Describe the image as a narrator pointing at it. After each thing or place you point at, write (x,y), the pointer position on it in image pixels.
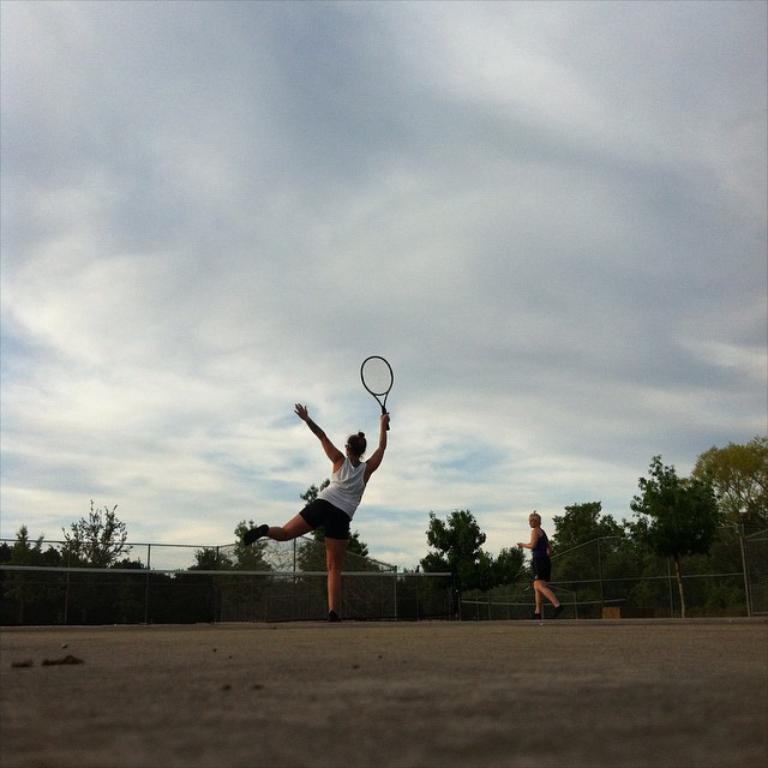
In this image I can see two people (334,518) with different color dresses (328,530). I can see one person (344,509) holding the racket (373,372). In the background (448,535) I can see the net fence (448,583), many trees (347,558), clouds (44,351) and the sky (360,226).
